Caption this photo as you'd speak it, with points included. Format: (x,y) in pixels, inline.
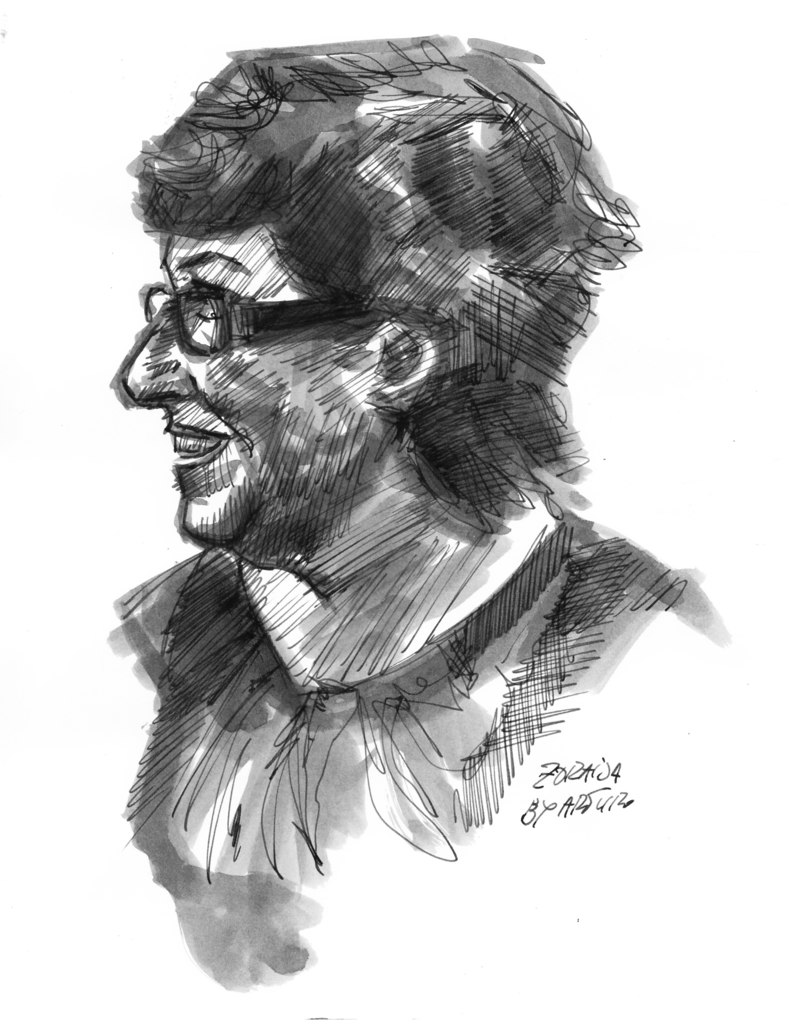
In this image we can see the sketch (229,411) of a person (282,668) wearing the glasses (430,318). We can also see the text (597,793).
